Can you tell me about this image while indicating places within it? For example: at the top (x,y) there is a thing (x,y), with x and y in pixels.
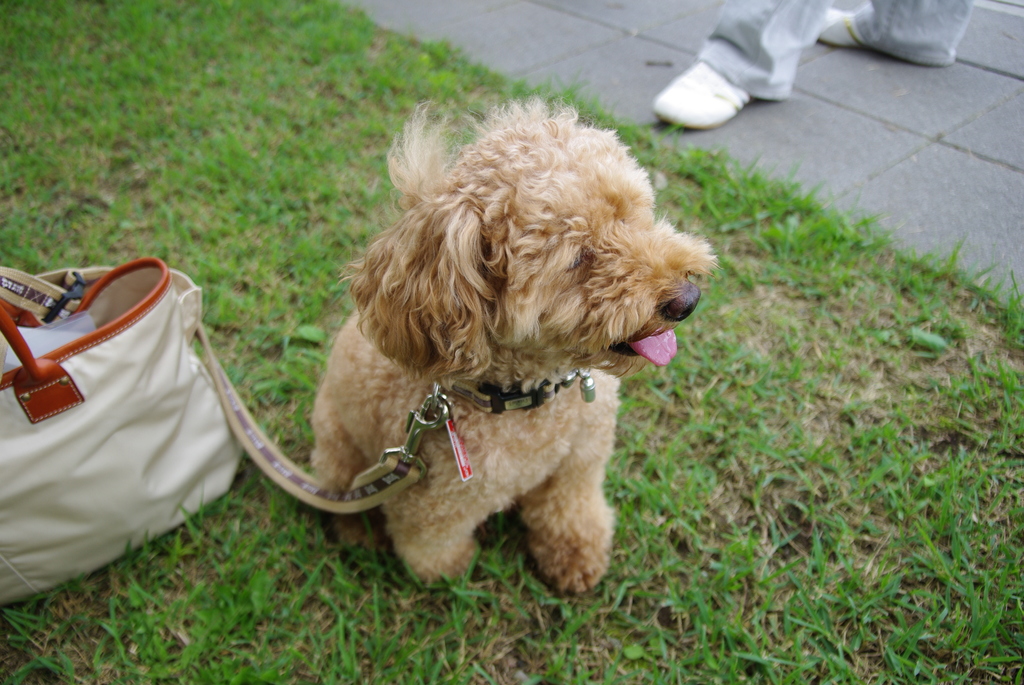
This picture shows a handbag (131,419) on the ground (29,638) we see a dog (396,377) with the belt (400,472) to its neck (491,414) and we see human legs (937,34) and we see grass (398,109) on the ground (711,521). The dog (634,227) is light brown in color.
